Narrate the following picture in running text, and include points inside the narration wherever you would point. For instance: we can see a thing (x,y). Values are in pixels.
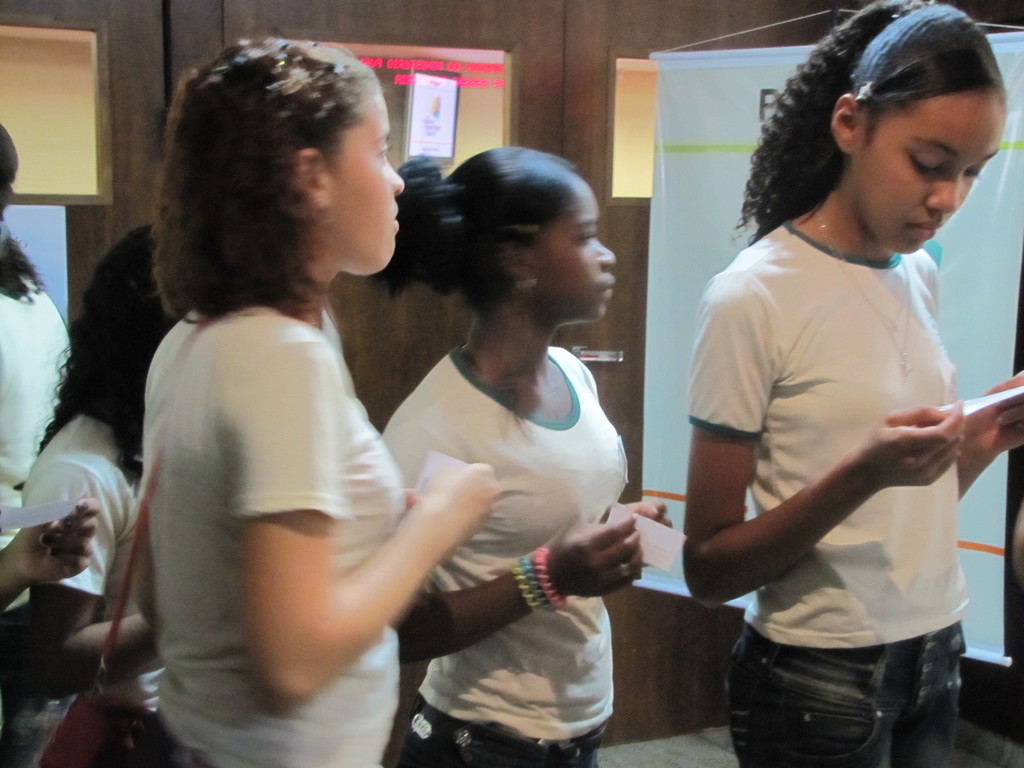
In the middle of the image (517,349) few women (0,174) are standing and holding some papers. Behind them there is wall (6,0), on the wall (412,369) there is a banner (650,272).
